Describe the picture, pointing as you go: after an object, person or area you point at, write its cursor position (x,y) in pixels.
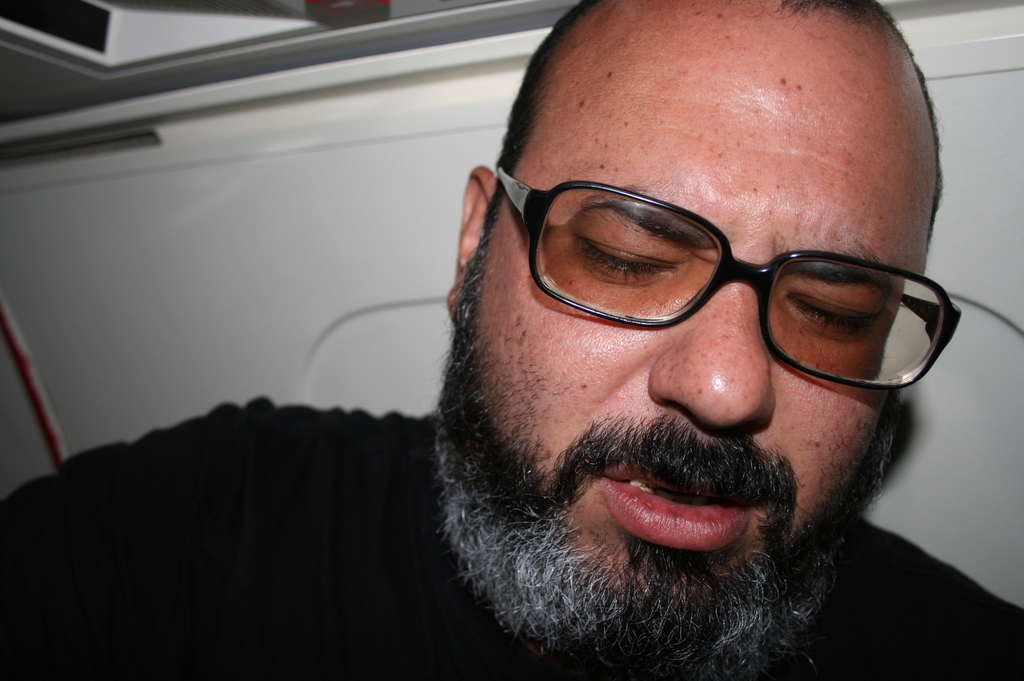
In the picture I can see a person (437,459) wearing black color T-shirt (494,633) and spectacles (774,353). In the background (999,269), I can see the white color wall (36,276).
